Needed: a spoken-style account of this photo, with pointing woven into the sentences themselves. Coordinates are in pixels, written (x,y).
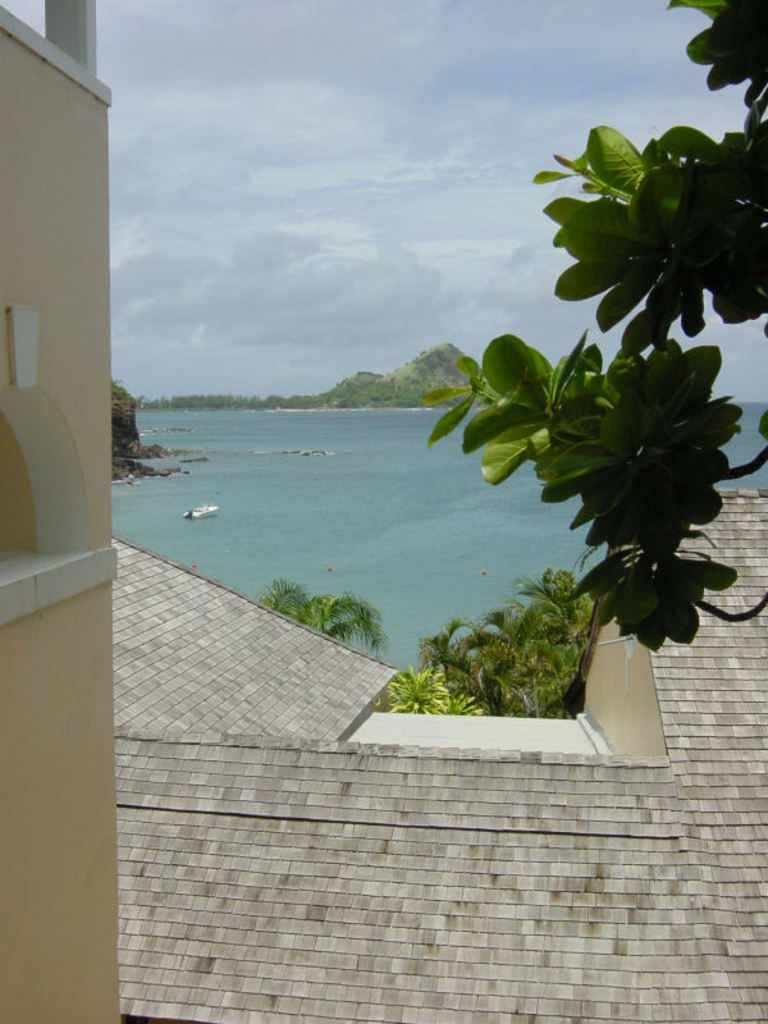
In this image we can see trees (520,617), building (61,530), roof (220,684), hill (333,402), boat (190,513), sea (262,524), sky (380,218) and clouds (325,272).
